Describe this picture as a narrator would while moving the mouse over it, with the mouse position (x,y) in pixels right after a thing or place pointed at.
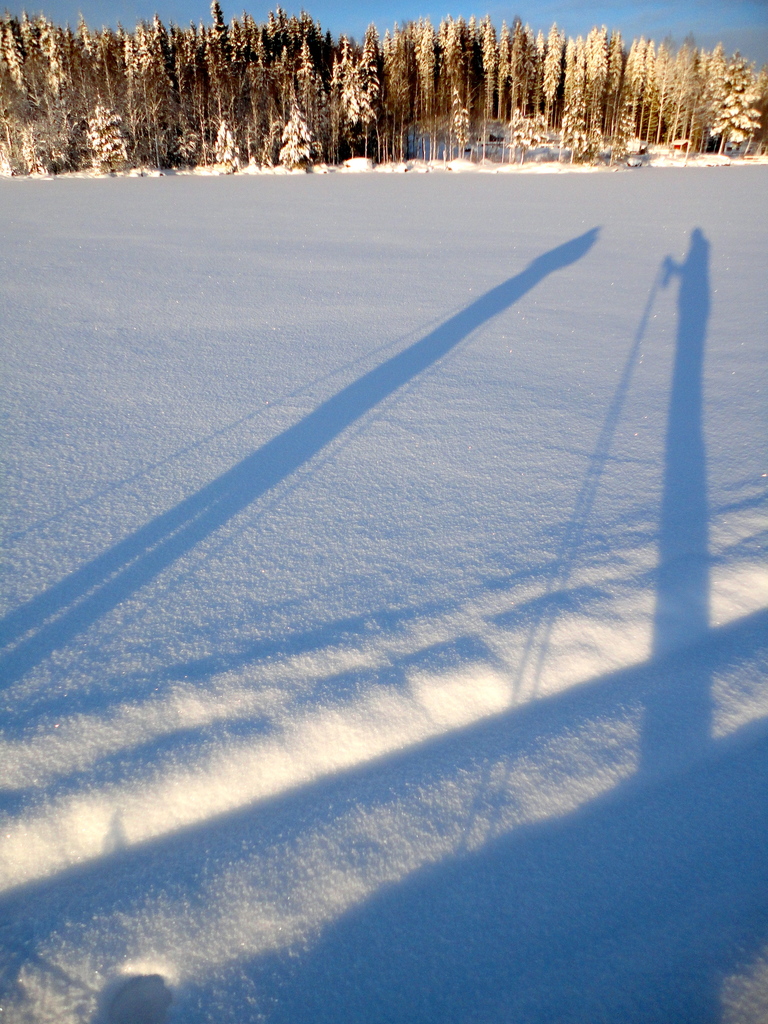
In this image I can see the snow (280,556). In the background (399,33) I can see few plants (365,57) and the sky (355,14) is in blue color.
